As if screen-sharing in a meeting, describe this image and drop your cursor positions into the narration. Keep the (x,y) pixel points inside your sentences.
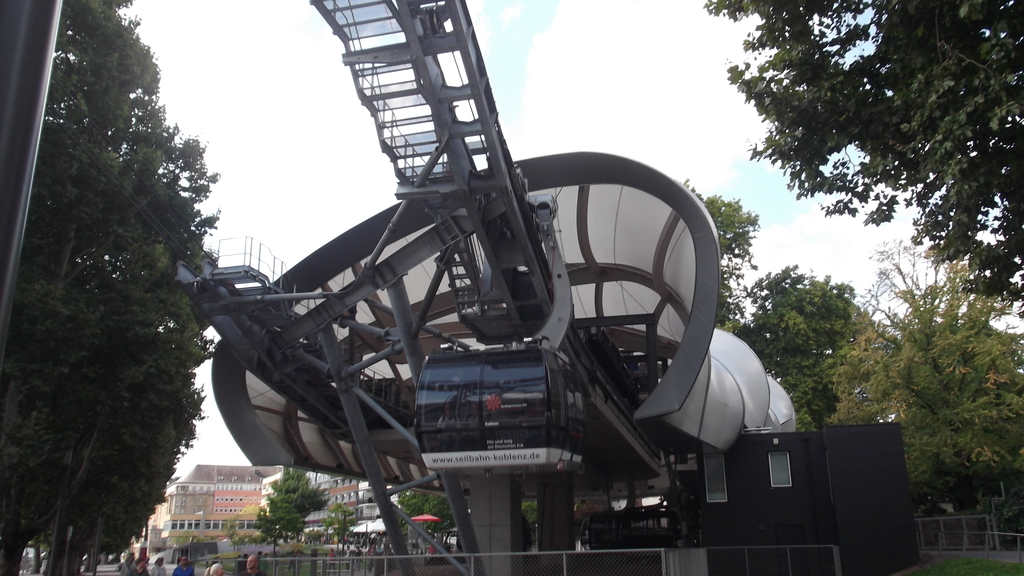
In this image I can see few trees (98,236), poles (395,328), fencing (689,565), few people (185,572), few buildings (158,537), windows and the cable-car (459,455) in front (436,371). I can see the sky (323,172).
